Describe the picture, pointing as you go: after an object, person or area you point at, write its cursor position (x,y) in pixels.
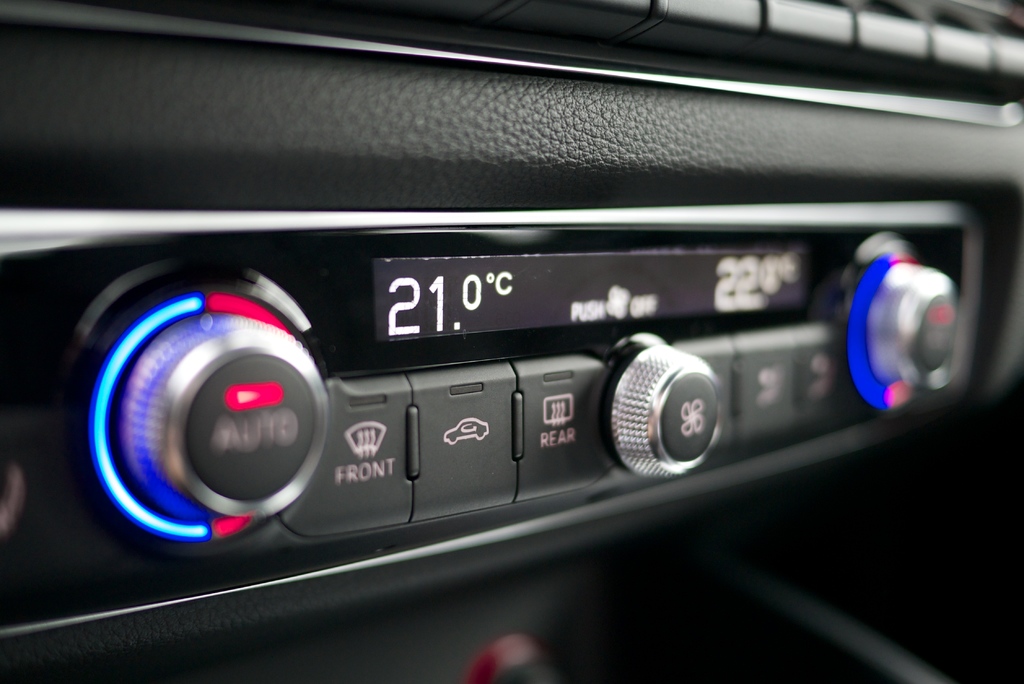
In this picture we can see few buttons (492,378), regulators (211,445) and lights (233,404), in the middle of the image (438,313) we can find some text (478,288).
